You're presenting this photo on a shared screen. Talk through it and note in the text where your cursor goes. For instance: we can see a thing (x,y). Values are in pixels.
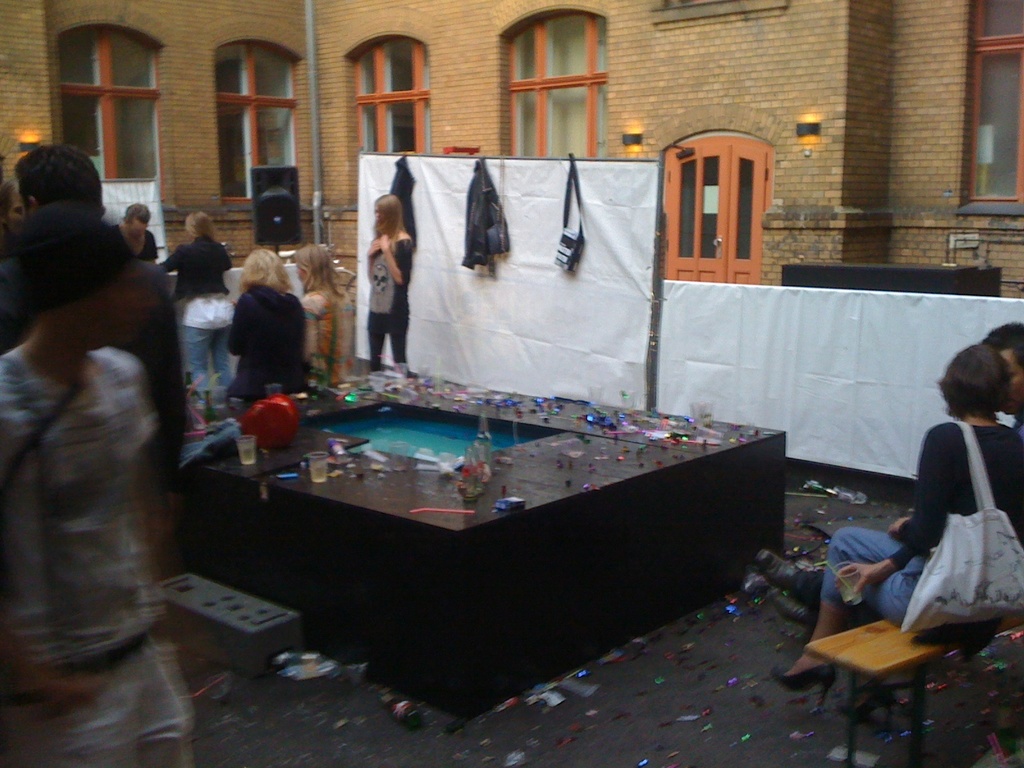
In this picture we can see some persons (18,215) are standing on the floor (669,712). Here two persons (853,532) are sitting on the bench (897,662). This is banner (529,291) and there is a pole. On the background (305,240) there is a building (562,123) and this is window (541,76).
